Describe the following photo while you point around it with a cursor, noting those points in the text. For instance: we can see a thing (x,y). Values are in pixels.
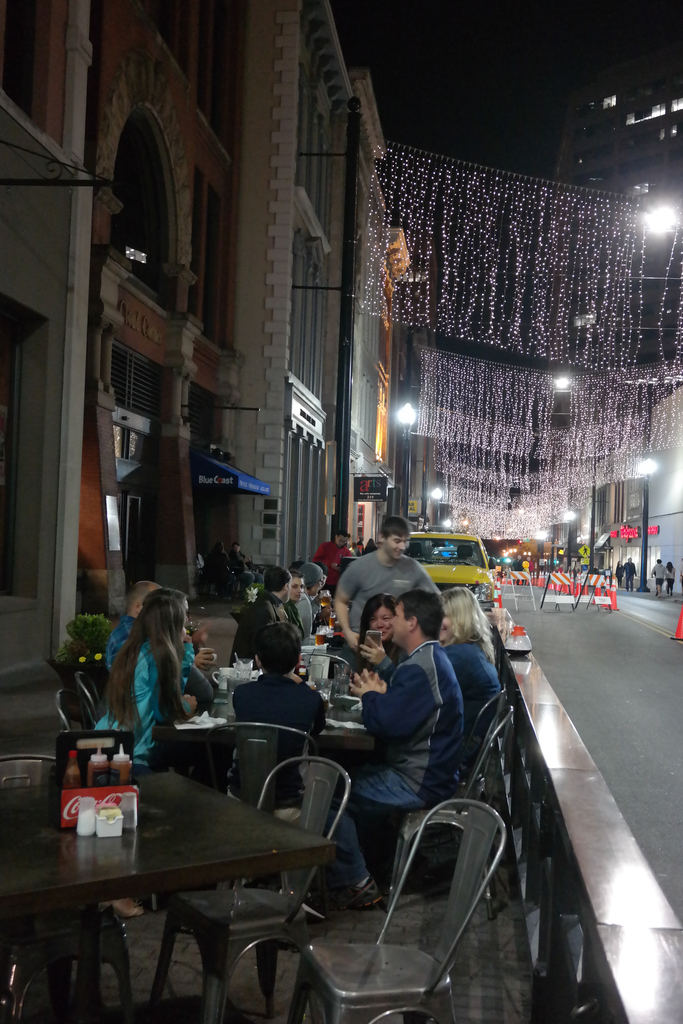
In this picture there is a table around which some people (275,674) are sitting. One guy (353,642) is standing. Beside them there is a road (615,658) and here we can observe traffic cones (607,592). Vehicle (462,563) is parked here. In the background (463,353), There were lights (515,407), building (305,238) and sky (481,110) here.
